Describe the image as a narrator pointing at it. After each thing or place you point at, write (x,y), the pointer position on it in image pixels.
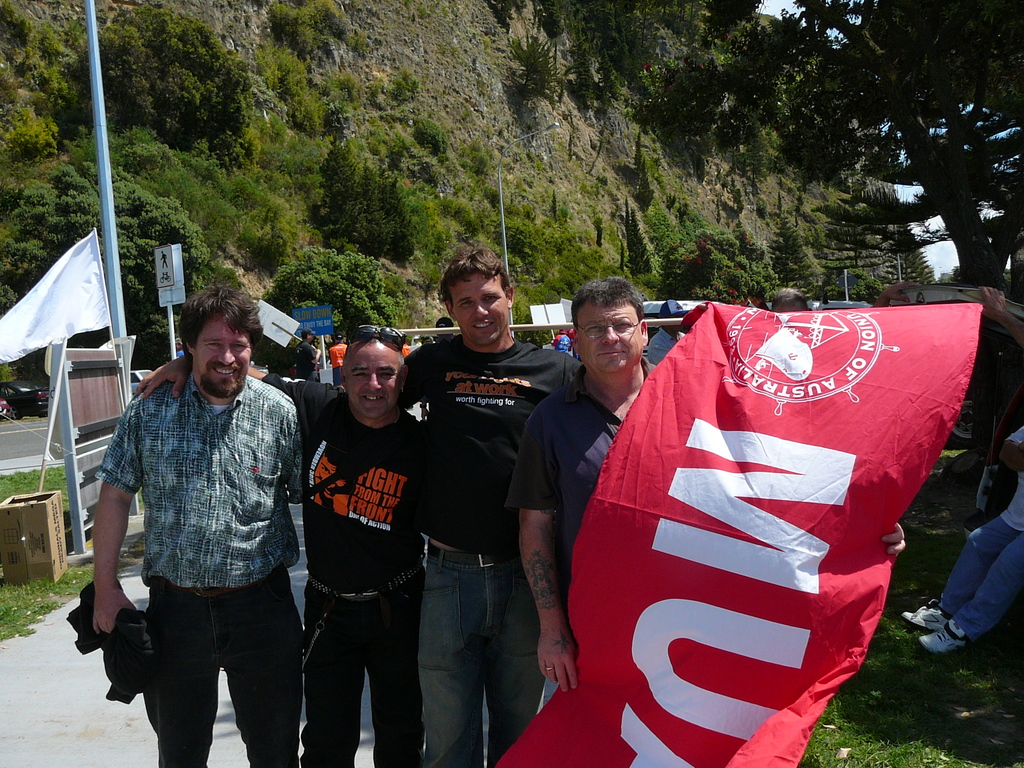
In the foreground of this image (693,478), there are few men (487,432) standing, and a man (570,428) is holding a flag (879,561) and an another person (180,652) holding a jacket (106,659) in his hand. In the background (330,153), there is mountain pole (99,154), sign pole (161,258), flags (77,297), cardboard box (61,520), a road (84,695), grass (903,655) and a man (975,562) standing.
